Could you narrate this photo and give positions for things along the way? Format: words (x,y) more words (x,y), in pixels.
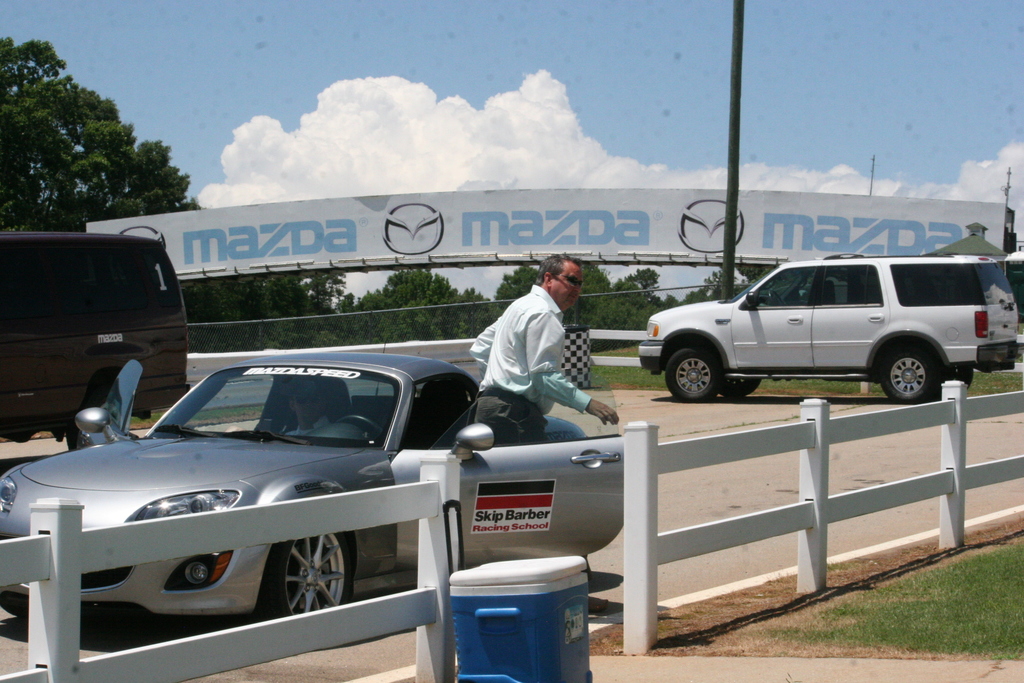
There is a person (558,334) getting down from a car (409,433), which is on the road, on which there are other vehicles (794,317), near a white color fencing (653,487), which is near a blue color cooler (516,641). On the right side (828,639), there is a grass (935,602) on the ground (904,605). In the background (960,208), there is a white color hoarding (787,237), there are trees (132,206) and clouds (365,100) in the blue sky (362,52).
